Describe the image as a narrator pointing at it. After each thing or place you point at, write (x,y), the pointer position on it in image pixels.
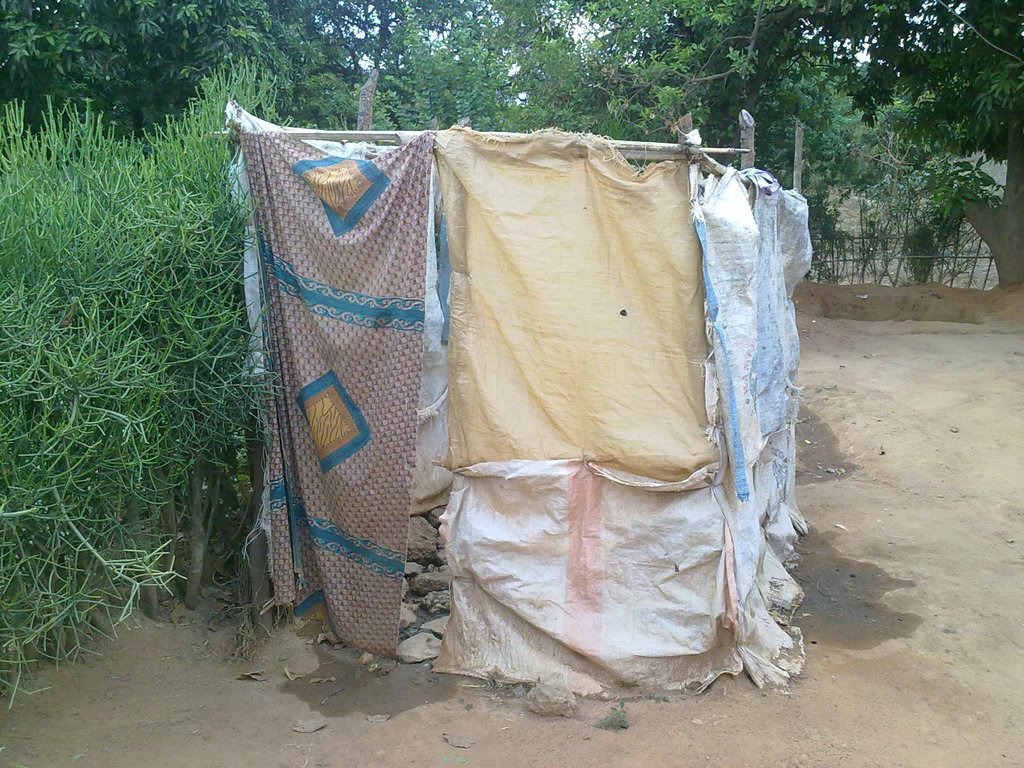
In this image I can see a small hut (495,346) made up of covers (612,463). On the left side (133,307) I can see the plants (156,230). In the background (518,84), I can see the trees (811,115).
